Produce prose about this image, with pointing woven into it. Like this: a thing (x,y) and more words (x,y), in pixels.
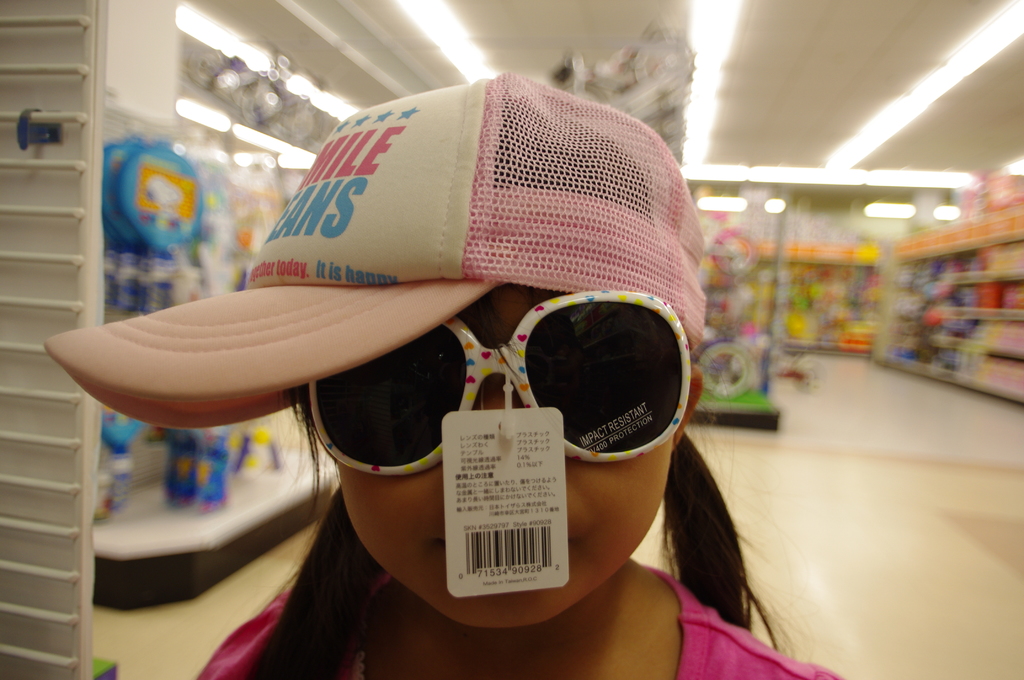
In this image there is a girl (588,659), she is wearing a pink dress (708,670), spects (514,349), and a cap (392,219), in the background (637,8) it is blurred.
